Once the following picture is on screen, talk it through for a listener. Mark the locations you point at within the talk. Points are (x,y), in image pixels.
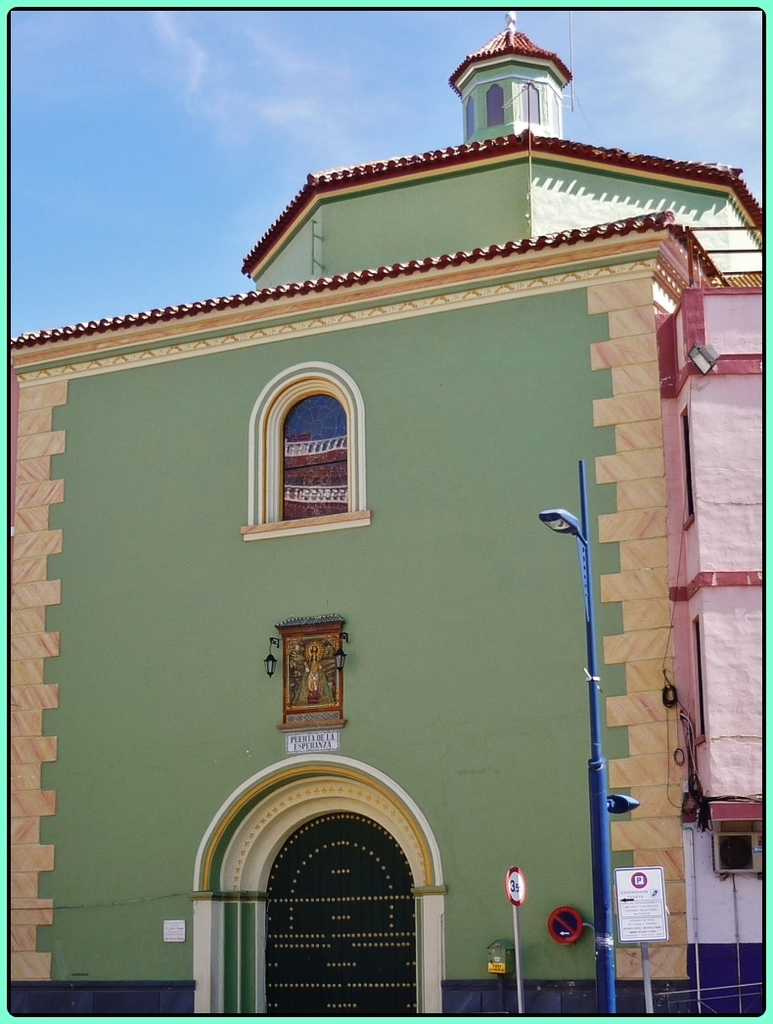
In this picture we can see a building (488,1006), here we can see a street light (613,1002), name board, sign boards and some objects (679,992) and we can see sky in the background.
